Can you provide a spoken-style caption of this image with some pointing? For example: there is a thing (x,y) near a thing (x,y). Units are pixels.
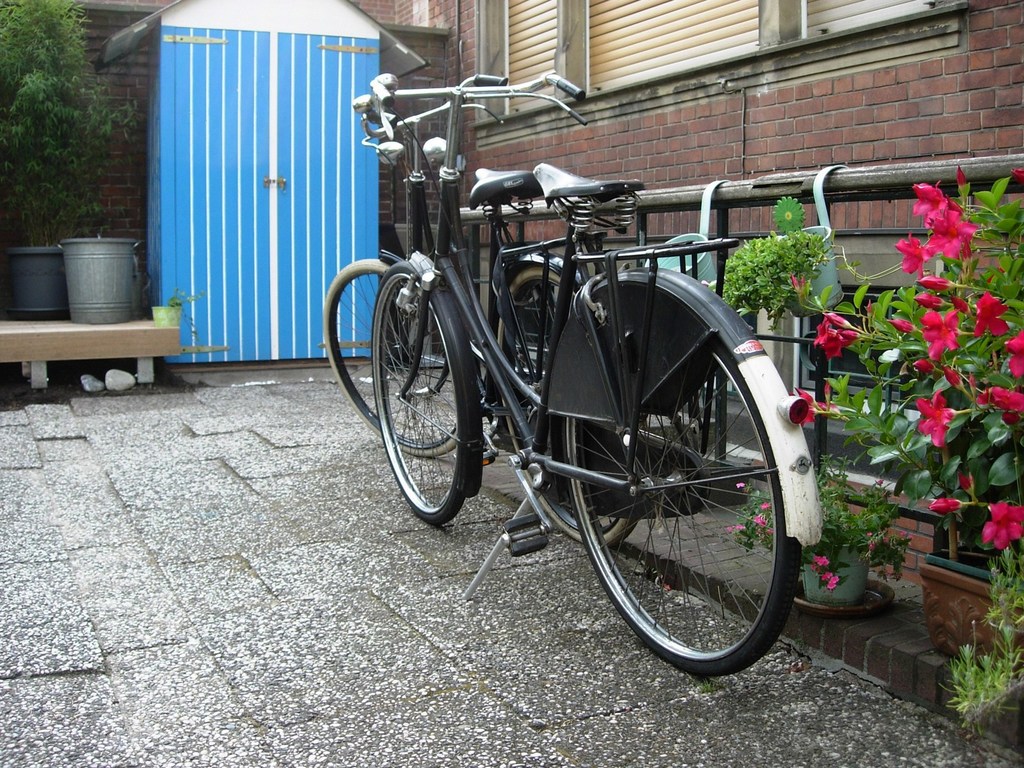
In this picture we can see bicycles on the ground (564,722), here we can see house plants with flowers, wall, window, shed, tree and some objects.
